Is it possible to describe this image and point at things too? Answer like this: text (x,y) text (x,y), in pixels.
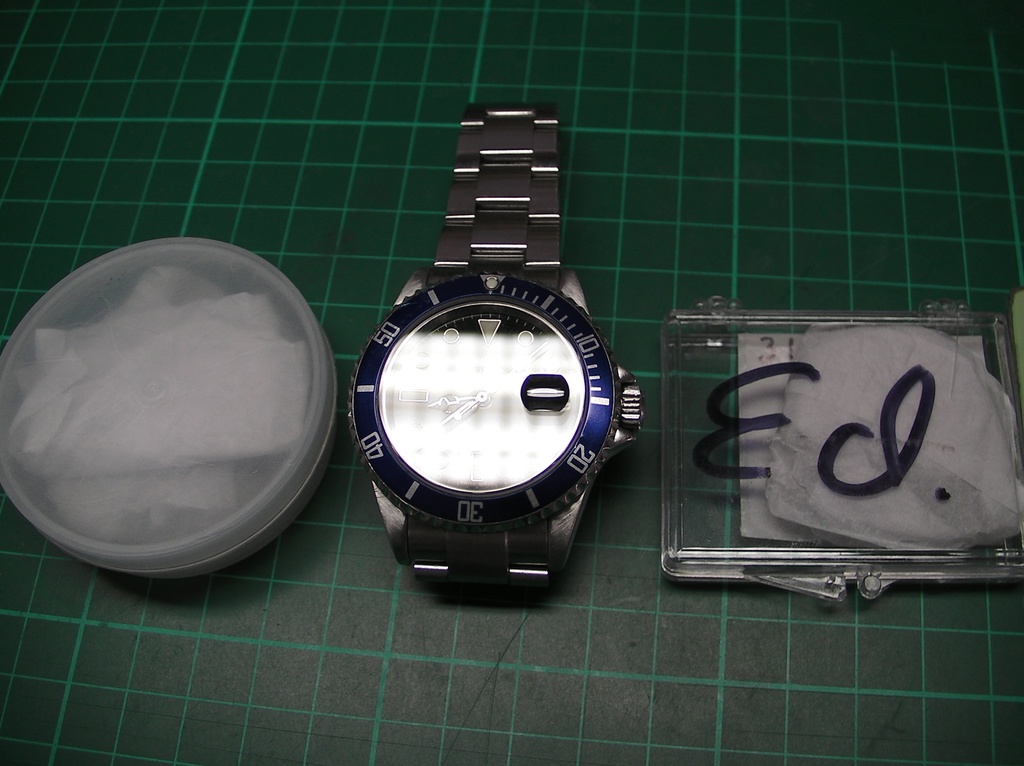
In this image we can see a wrist watch (435,414), box (911,490), container (298,359) placed on the surface (432,595).
